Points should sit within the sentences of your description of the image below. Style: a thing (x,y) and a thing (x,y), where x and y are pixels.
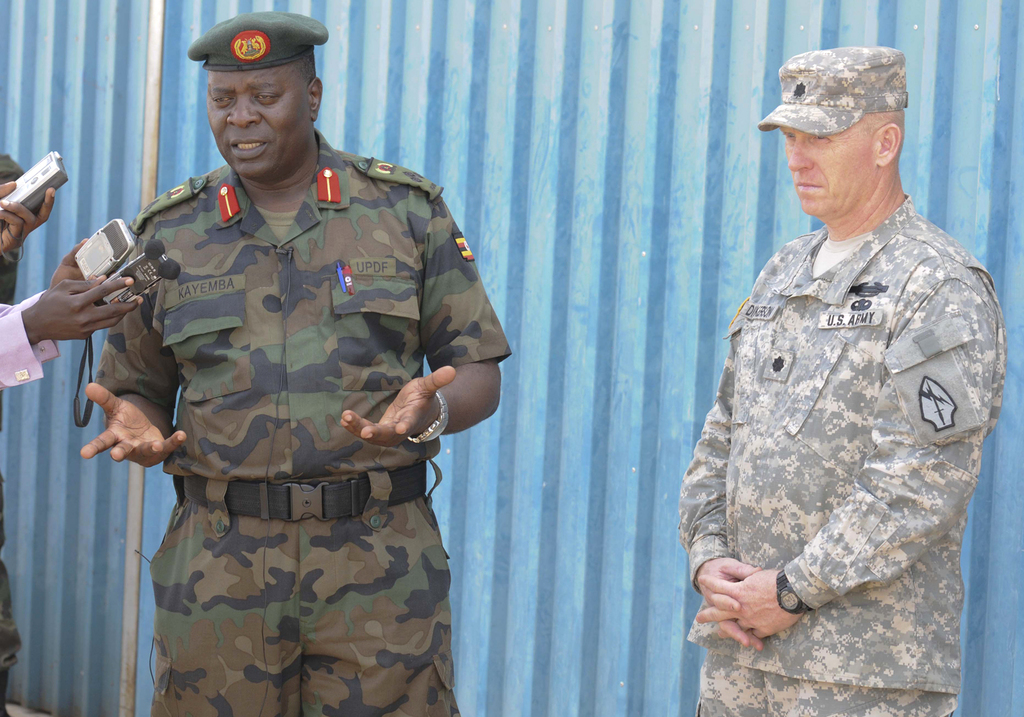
In this image, we can see a few people (351,350) wearing dress (836,516) and standing. Among them, some people (36,339) are holding objects (100,259). We can also see a wall (567,473).
